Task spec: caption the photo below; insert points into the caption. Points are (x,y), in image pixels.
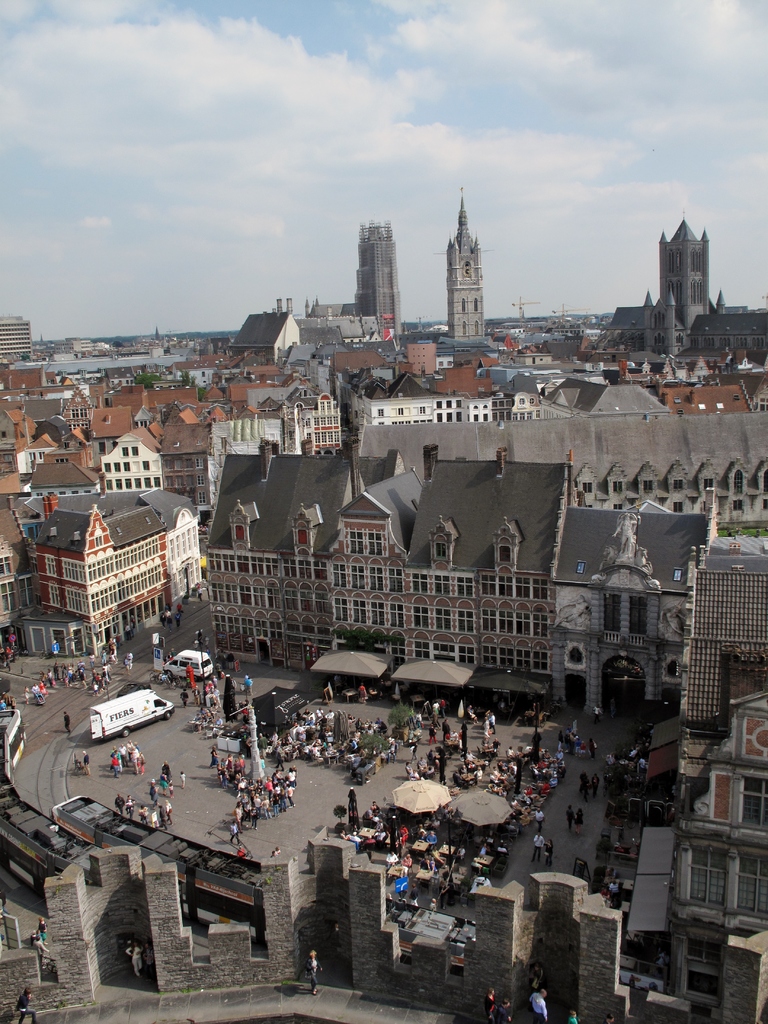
In this picture we can see the top view of the city (166,755). In the front (345,489) we can see some brown houses (452,378) and buildings (348,542). In the front (303,799) bottom side there is a road (204,839) and some people (291,752) are standing. On the top (240,173) we can see the sky (240,187) and clouds (352,122).
